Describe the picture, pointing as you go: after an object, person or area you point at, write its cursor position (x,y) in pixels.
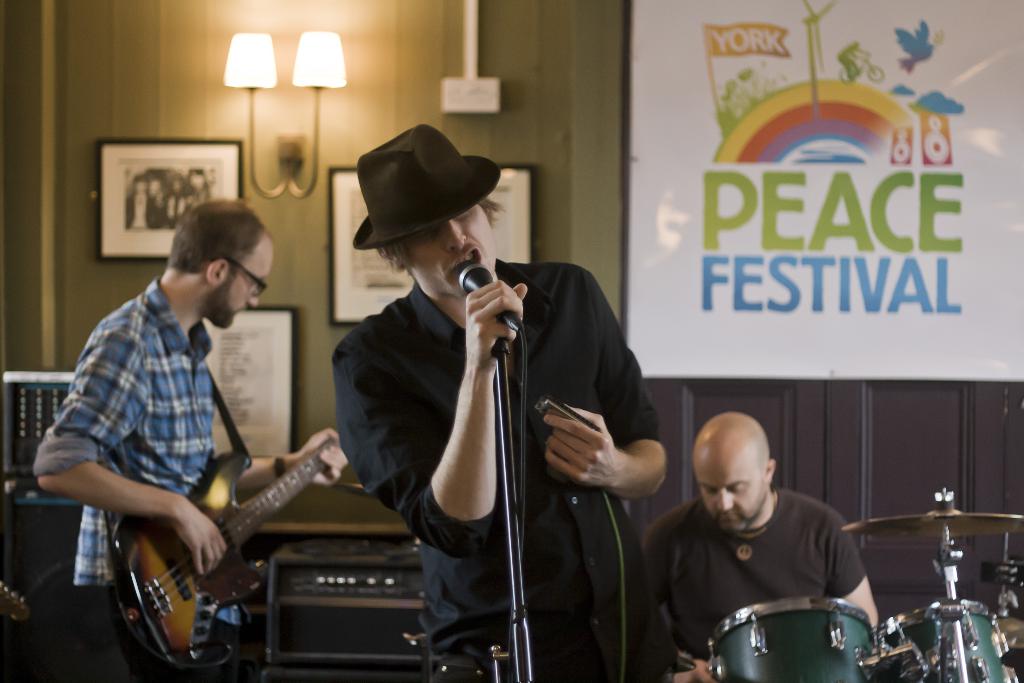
The person (467,385) wearing black shirt (534,544) is standing and singing in front of a mic (473,275) and there are two people (192,334) behind him playing musical instruments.
